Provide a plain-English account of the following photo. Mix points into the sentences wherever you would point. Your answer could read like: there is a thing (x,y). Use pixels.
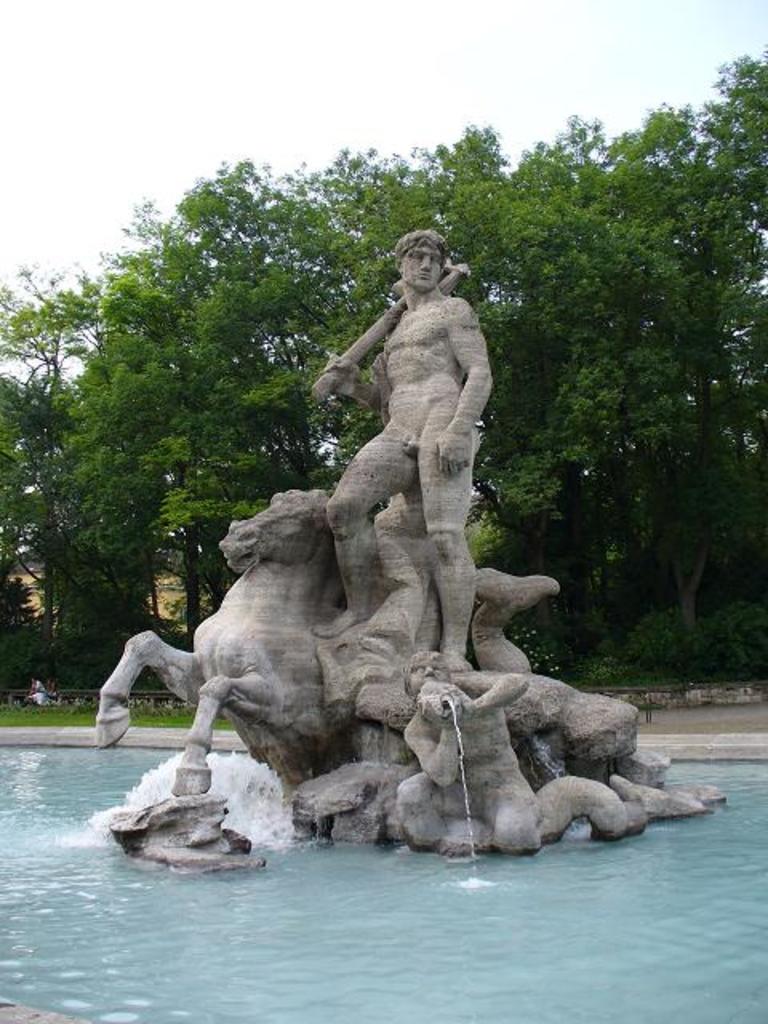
In this image there is a fountain (410,754), in the middle (356,510) there are sculptures (346,560), in the background (440,190) there are trees (532,216) and the sky (507,116).
